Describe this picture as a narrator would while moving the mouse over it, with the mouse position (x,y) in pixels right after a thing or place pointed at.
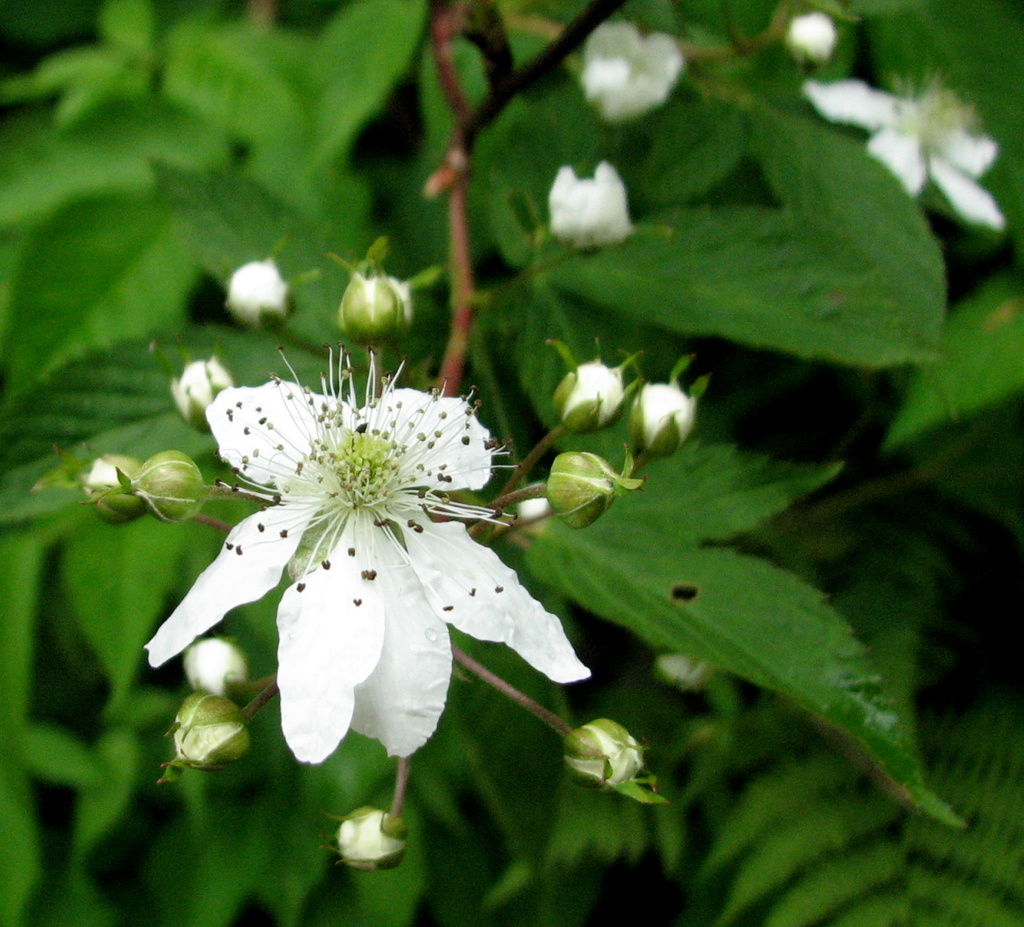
In this picture we can see some flowers (602,77), buds (569,760) on the tree (538,478).
